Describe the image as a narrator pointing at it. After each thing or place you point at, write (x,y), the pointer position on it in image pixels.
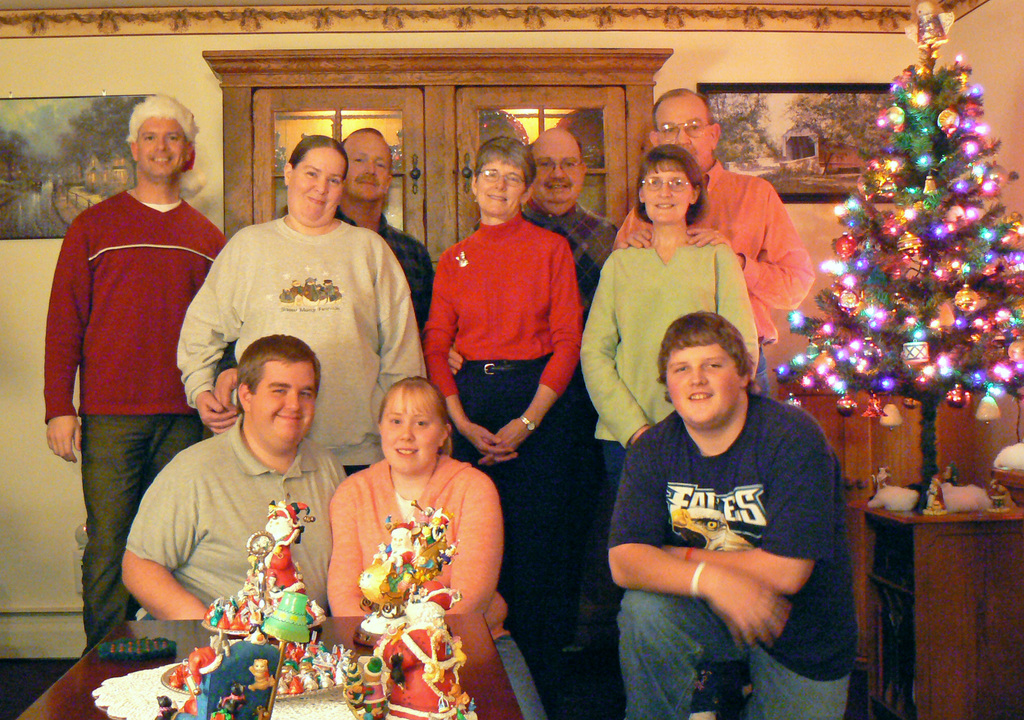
In this image I can see a table (106,719), few colorful objects (282,679) on the table (92,710), few persons (344,507) sitting, few persons (163,250) standing and a christmas tree (881,275) with decorative items (907,235) attached to it on the table (908,565). In the background (77,37) I can see the wall (77,53), few photo frames (48,122) attached to the wall (60,54) and brown colored doors (468,169).
